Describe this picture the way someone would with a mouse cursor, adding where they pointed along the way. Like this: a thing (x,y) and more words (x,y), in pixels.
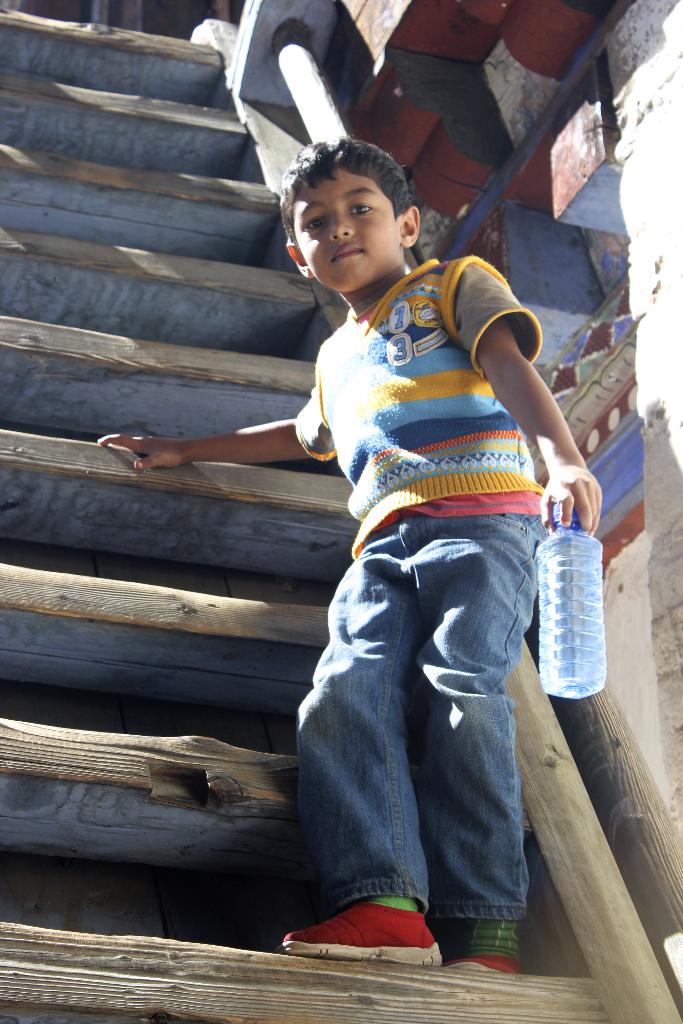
In the image we can see there is a kid (449,486) who is standing on the stairs (184,398) and holding a water bottle (558,630).
